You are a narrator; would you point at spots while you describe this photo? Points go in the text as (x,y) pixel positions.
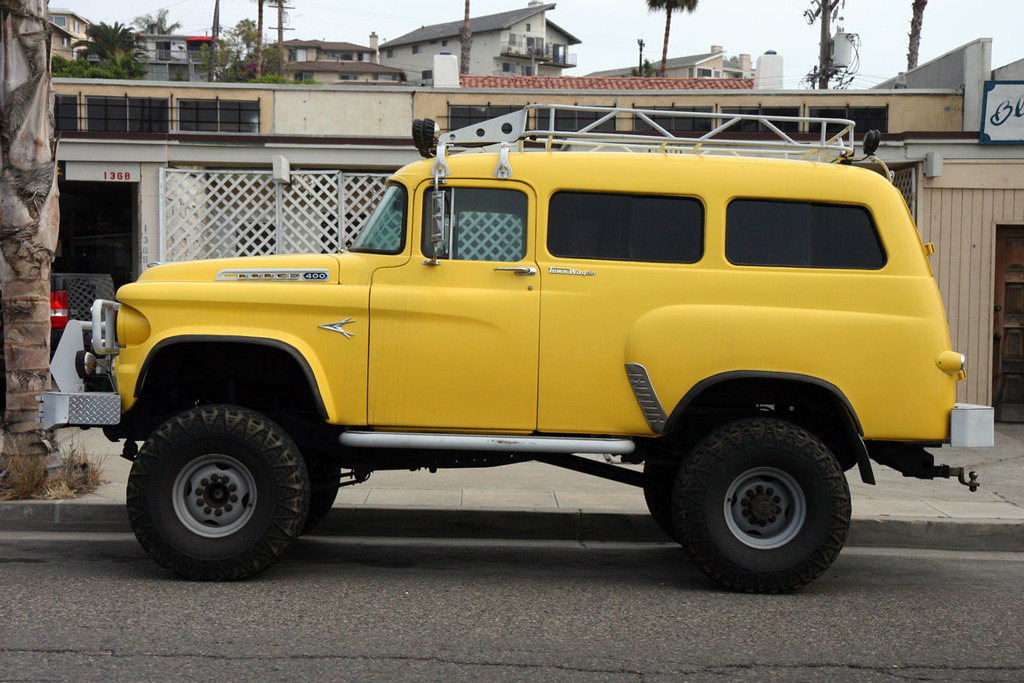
In this image there is a car (565,322) parked on the road (439,645). Beside the road (481,626) there is a walkway (977,454). Beside the walkway (86,443) there are buildings (390,83), trees (258,62) and poles (281,18). To the left (8,241) there is a tree trunk (12,392) on the walkway (37,506). At the top (353,3) there is the sky (781,10).
